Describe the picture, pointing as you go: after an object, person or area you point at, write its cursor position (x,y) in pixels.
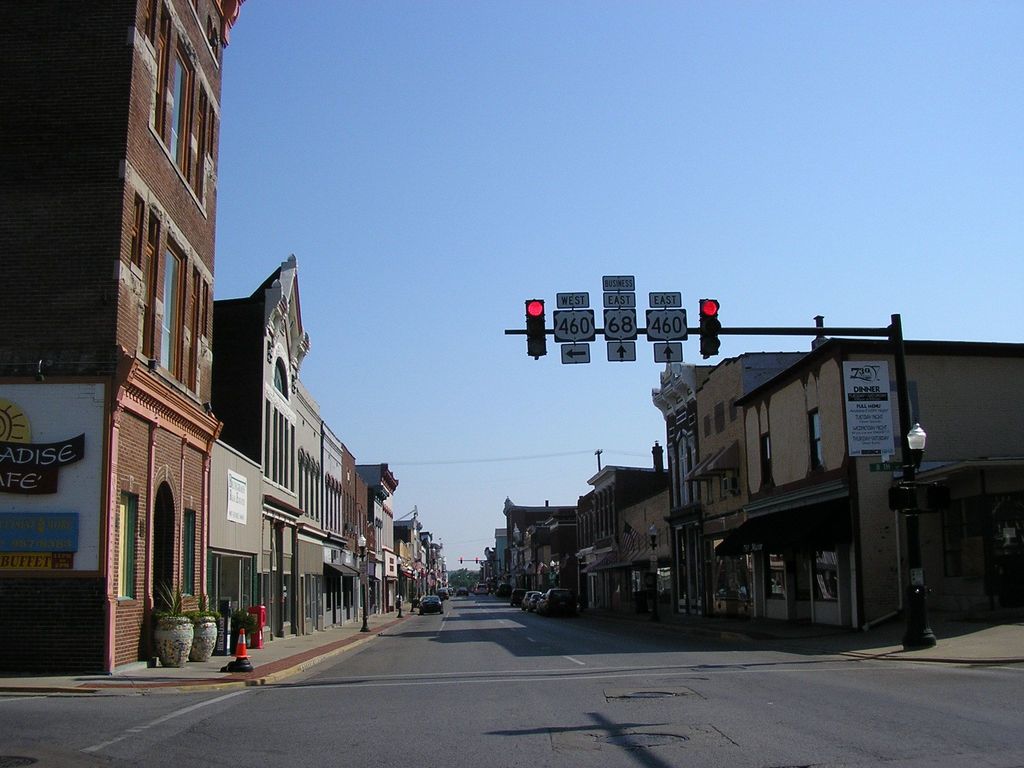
In this image, we can see some vehicles (554,615) on the road (446,663) which in between buildings (656,489). There is a signal pole (915,503) on the right side of the image (895,324). There are plants (194,617) in the bottom left of the image (173,610). There is a sky (456,300) at the top of the image (456,67).
